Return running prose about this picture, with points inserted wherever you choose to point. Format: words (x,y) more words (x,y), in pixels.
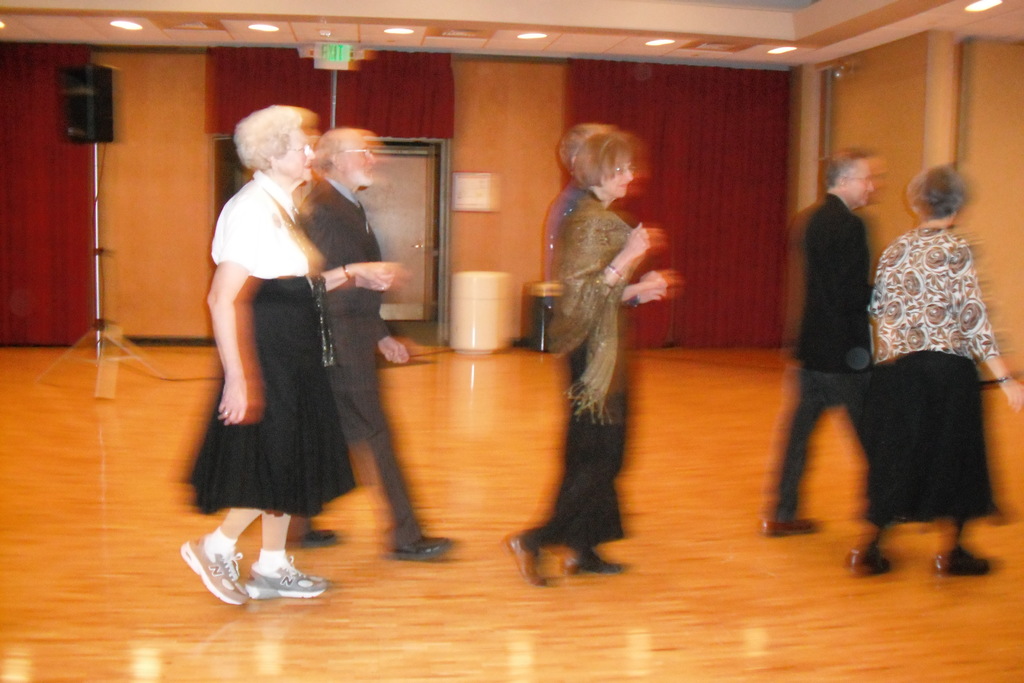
In this image I see 6 persons (598,275) and I see the floor (473,424). In the background (54,299) I see the curtains (5,345) which are of red in color and I see a black color thing (84,130) on this pole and I see the lights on the ceiling (837,31) and I see that this image is blurred.
